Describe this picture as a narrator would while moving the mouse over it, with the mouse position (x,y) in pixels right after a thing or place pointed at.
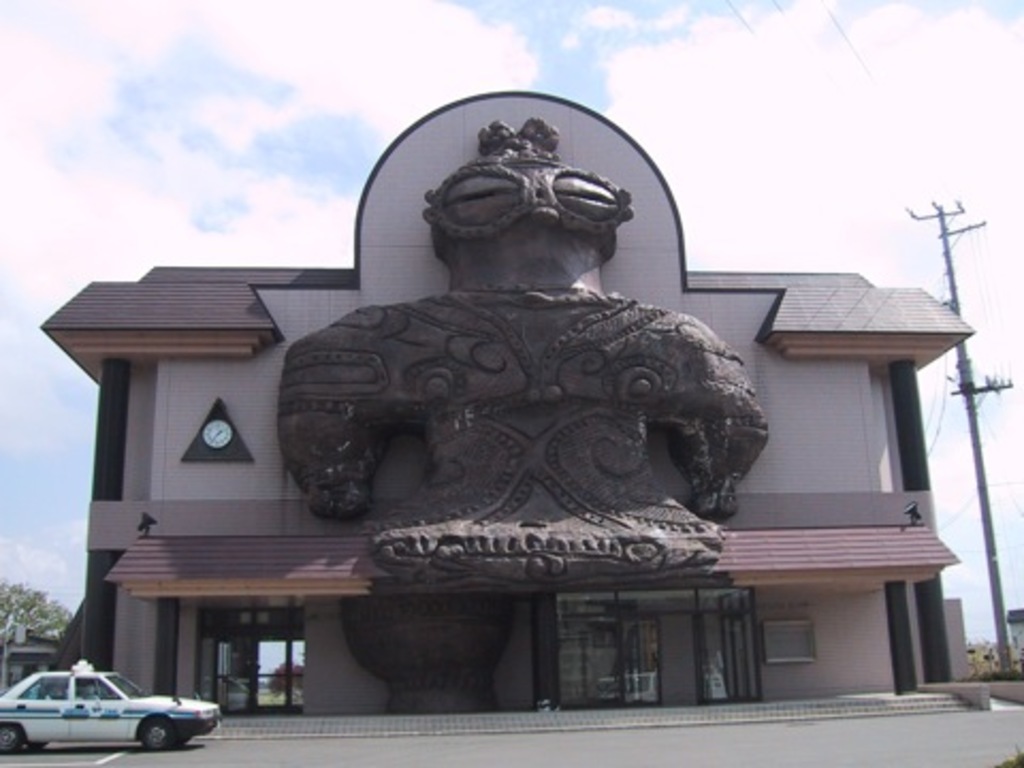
In this image, we can see a buildings (261,575), walls (264,475), clock (226,438), glass objects (744,678) and few things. At the bottom (100,732), we can see a vehicle (128,725) on the road (406,747). On the right side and left side of the image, we can see houses (1016,644), Here we can see pole (995,570) and tree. Background (998,448) there is the sky (966,446). On the building (419,178), we can see a statue (446,324).
